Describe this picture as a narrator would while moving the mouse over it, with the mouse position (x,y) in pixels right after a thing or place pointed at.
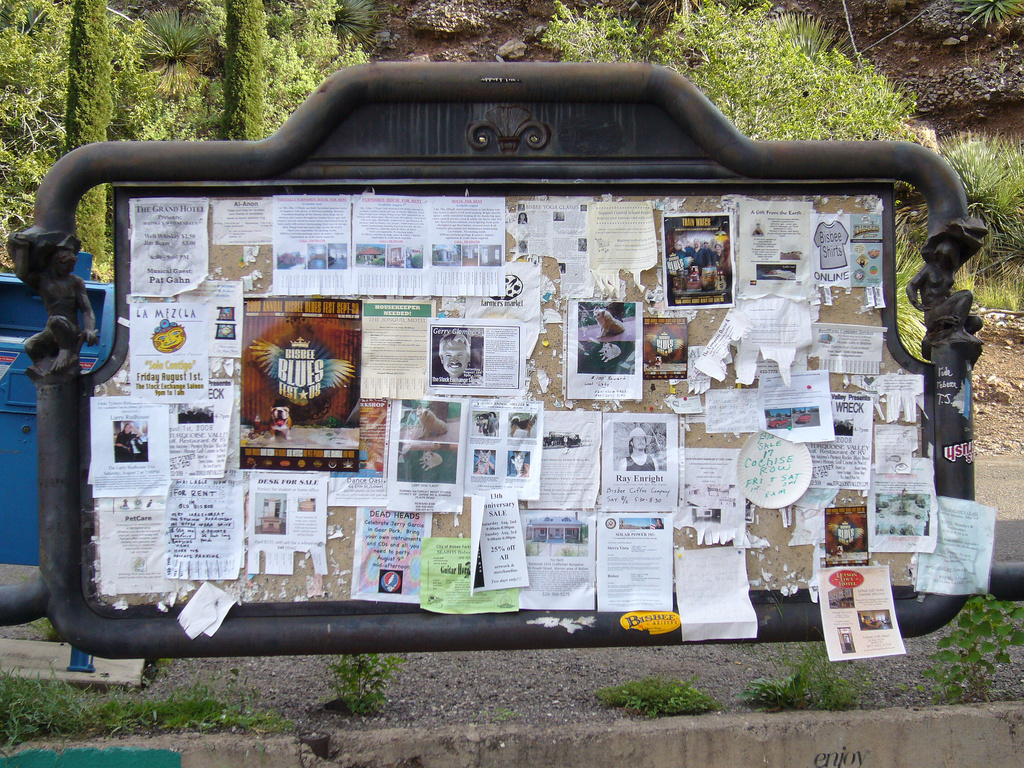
In this image there is a board (872,437) on that board (546,261) there are posters (562,495), in the background (9,469) there is a dustbin (11,453) and trees (908,92), at the bottom (643,694) there is land (296,687).
